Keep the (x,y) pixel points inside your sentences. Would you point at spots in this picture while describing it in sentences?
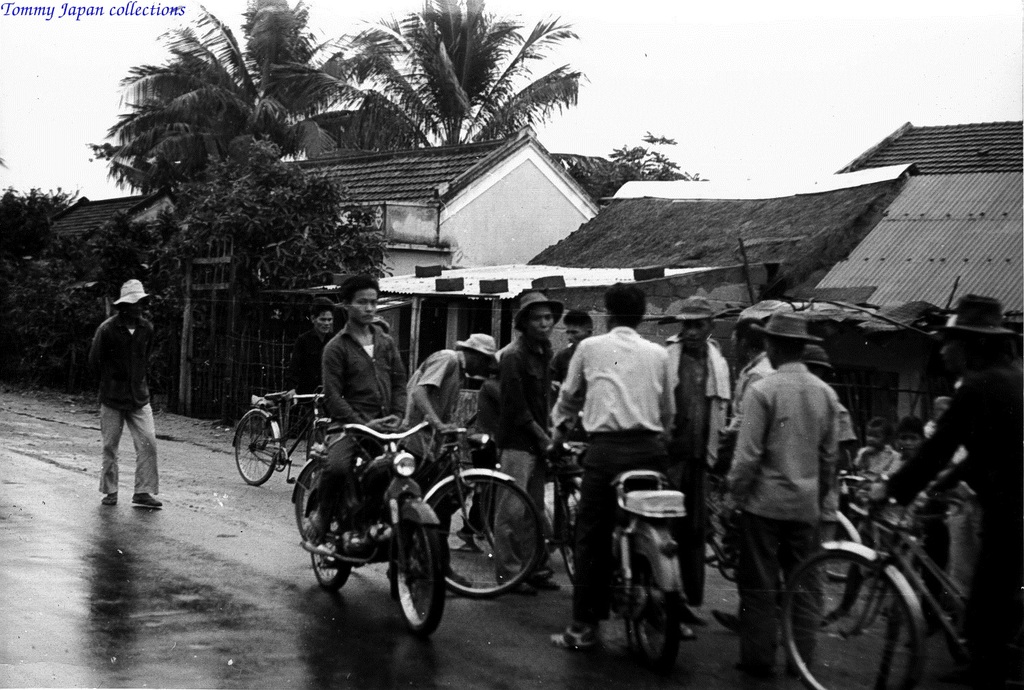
This picture shows a group of people (754,532) standing holding bicycles (878,552) in their hand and few are seated on the bicycle (387,434) and we see a man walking on the side and we see couple of houses (530,241) and trees (171,132).
